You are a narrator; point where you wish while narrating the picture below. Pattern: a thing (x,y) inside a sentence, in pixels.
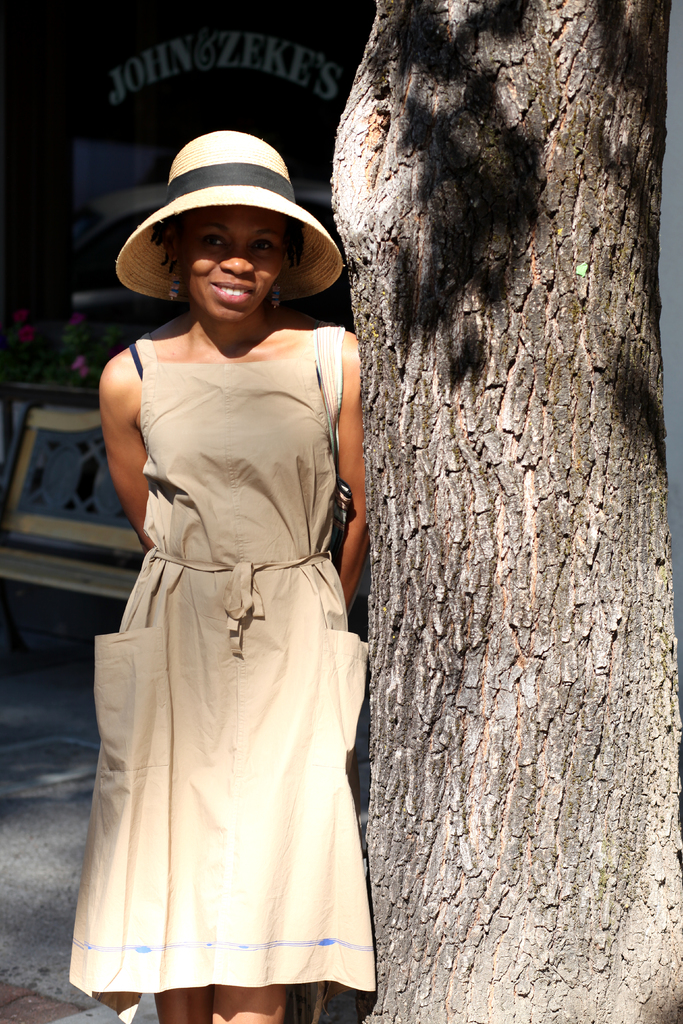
To the right corner of the image (563,334) there is a tree trunk (425,416). Beside the trunk (424,426) there is a lady (209,429) with frock (189,511) and hat (259,172) on her head (239,226) is standing. Behind her there is a bench (74,520). Behind the bench (64,510) there are plants (56,363) with flowers (31,336) and behind the plants (48,357) there is a glass (80,107) with name (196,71) on it.
